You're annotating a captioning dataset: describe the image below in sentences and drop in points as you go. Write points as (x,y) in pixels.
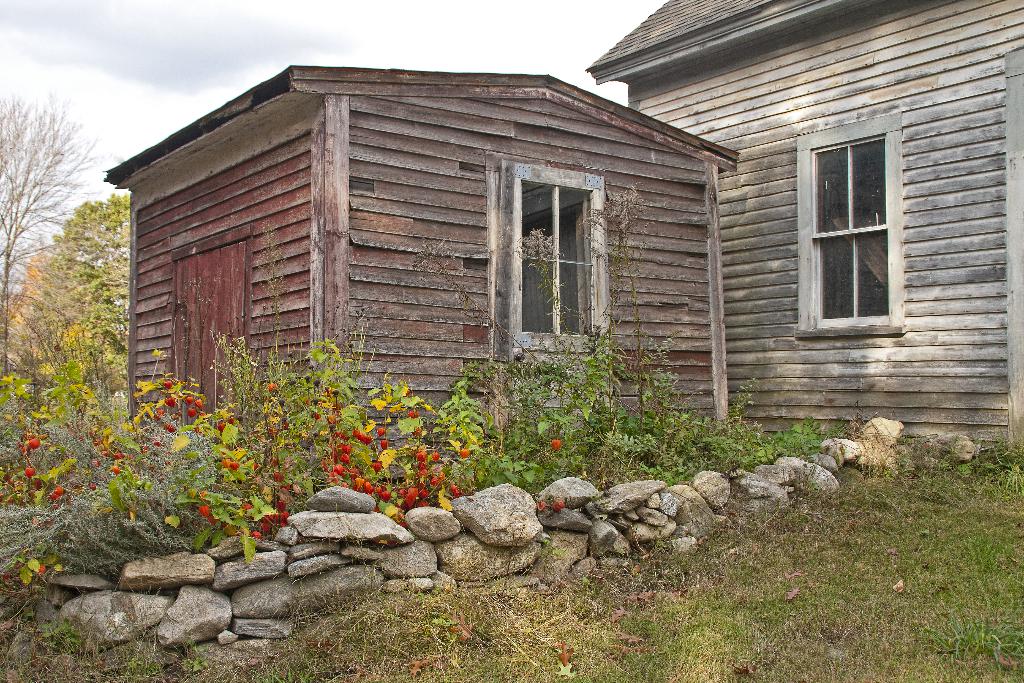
In this image I see 2 houses (338,220) and I see the plants (479,414), grass (8,628) and the stones (605,520) over here. In the background (50,63) I see the trees (4,373) and the sky (383,51).
